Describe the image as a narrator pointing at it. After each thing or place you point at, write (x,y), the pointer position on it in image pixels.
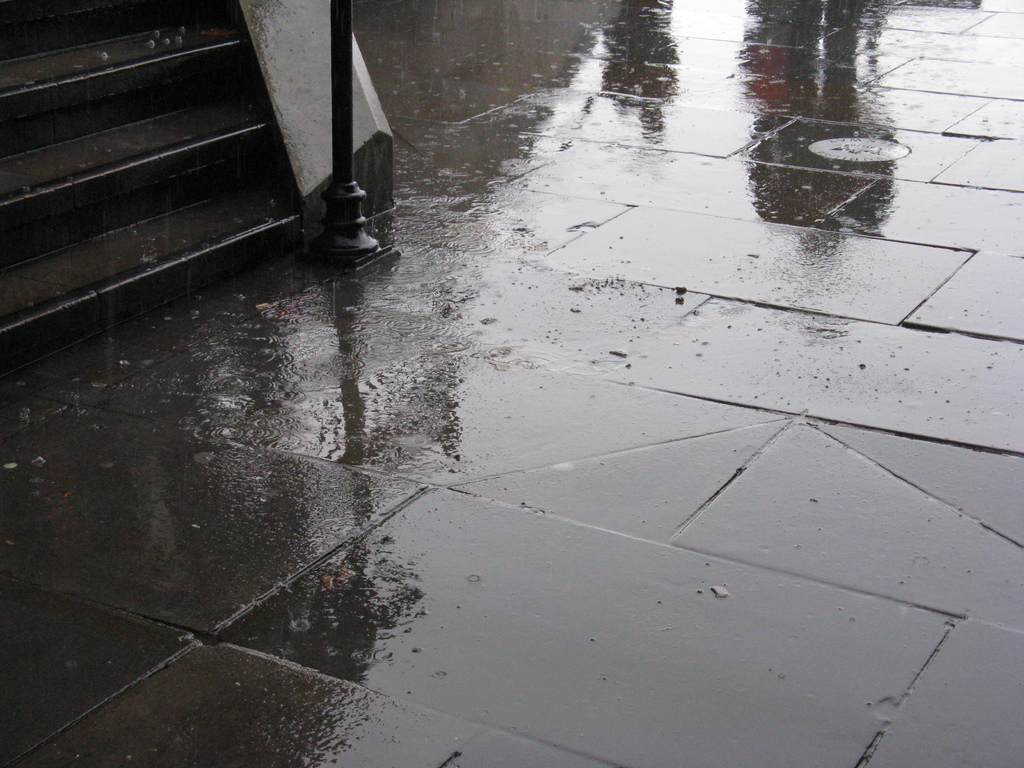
In the center of the image (497,391) we can see a concrete floor (499,346). On the left (149,293) there are stairs (184,200). In the center (348,259) there is a pole (328,194) and we can see water (188,348).
